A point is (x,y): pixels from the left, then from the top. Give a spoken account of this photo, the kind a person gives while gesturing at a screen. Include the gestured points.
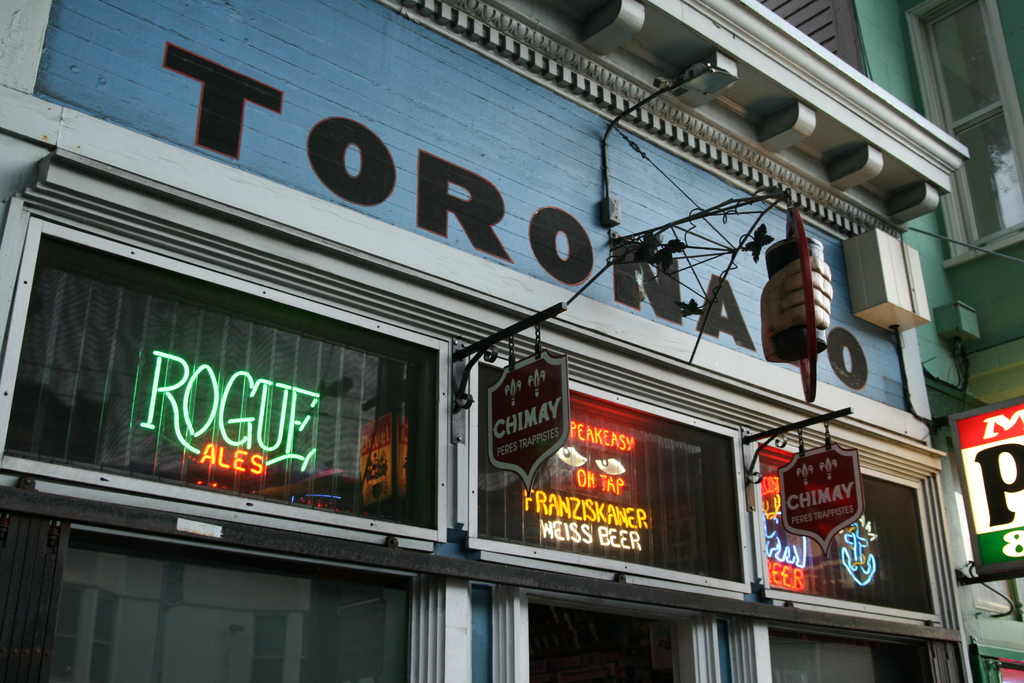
In this image I can see a building (737,386), in front of the building (856,409) I can see some boards (959,461) attached to the wall (687,184) and I can see a text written on the building (400,242) and I can see power line cables (982,252) visible on the wall (999,287) of building (702,243).
